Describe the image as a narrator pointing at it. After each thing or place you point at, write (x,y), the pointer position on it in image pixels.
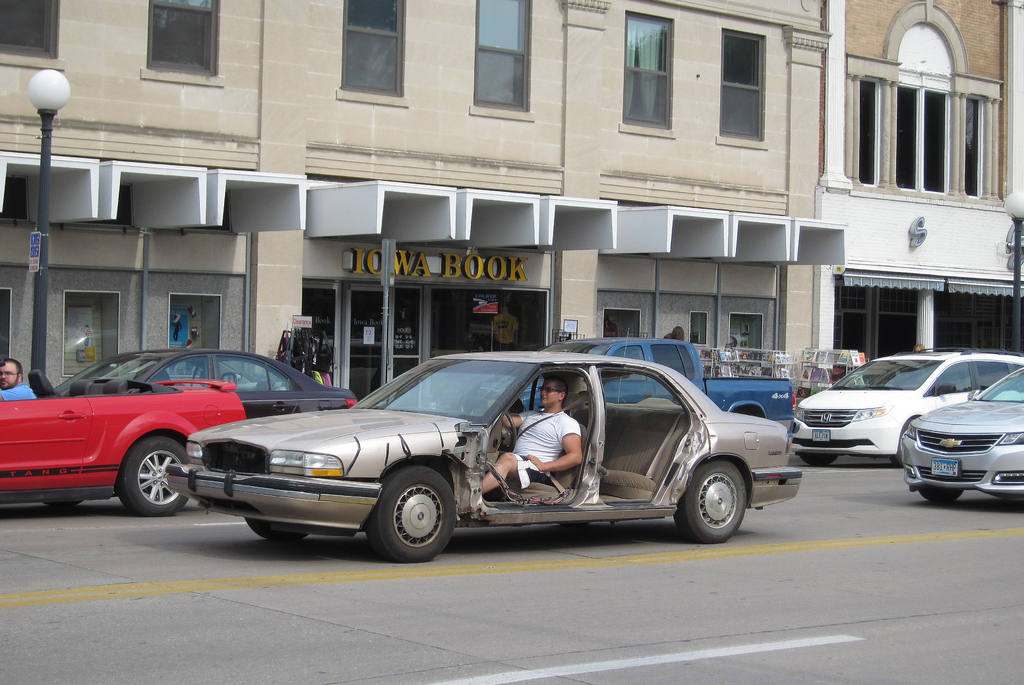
Here we can see vehicles (438,537) and we can see persons (532,462) in vehicles (479,450). We can see buildings (491,149), windows (498,47) and lights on poles (50,132).
